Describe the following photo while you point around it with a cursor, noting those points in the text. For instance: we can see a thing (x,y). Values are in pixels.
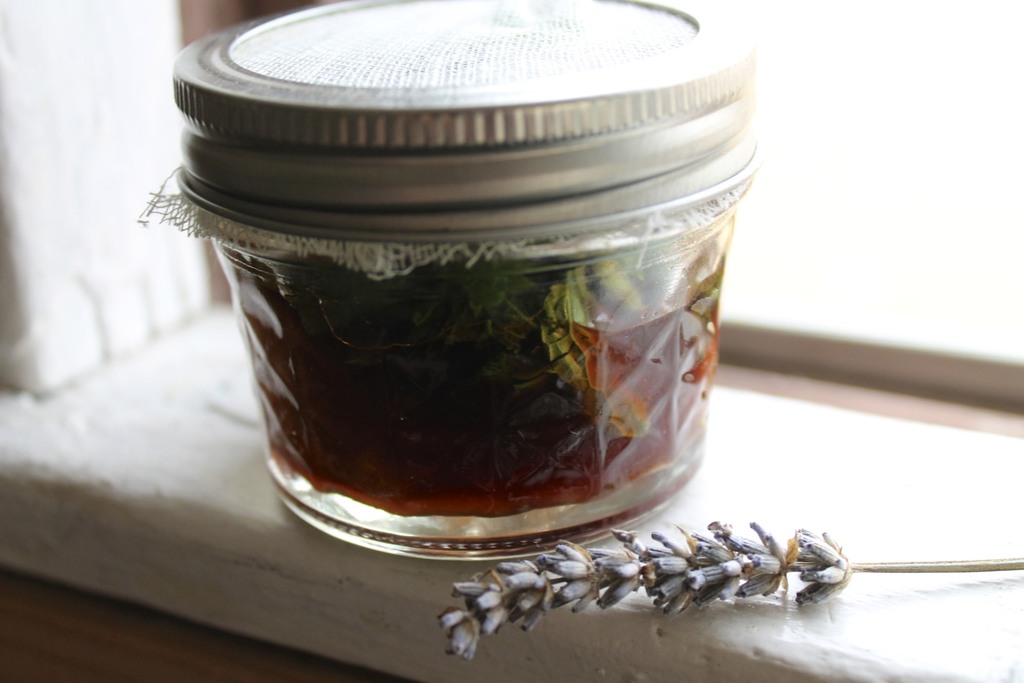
In this picture, we can see a jar (485,268) with some liquid (613,355), and some leaves (573,330) in it, we can see some dry object (650,554) and the jar (514,544) on the white color surface (733,643).
